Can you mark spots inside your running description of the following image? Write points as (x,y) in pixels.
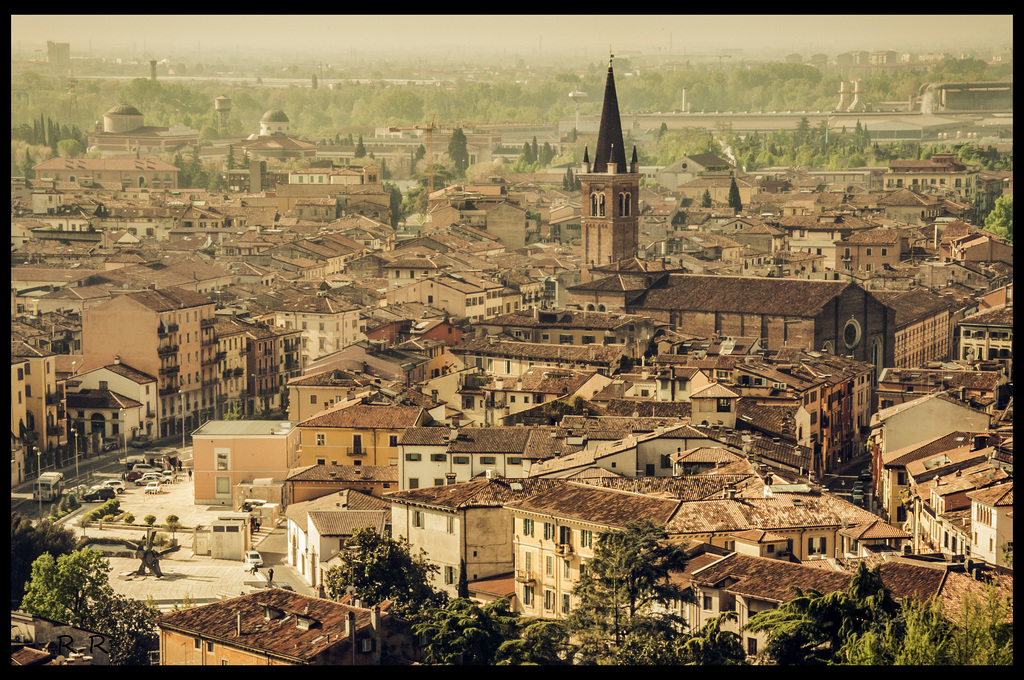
In this image we can see the picture of a group of buildings (519,338), towers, some vehicles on the road (145,494), street poles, a group of trees (504,118) and the sky (660,50).
